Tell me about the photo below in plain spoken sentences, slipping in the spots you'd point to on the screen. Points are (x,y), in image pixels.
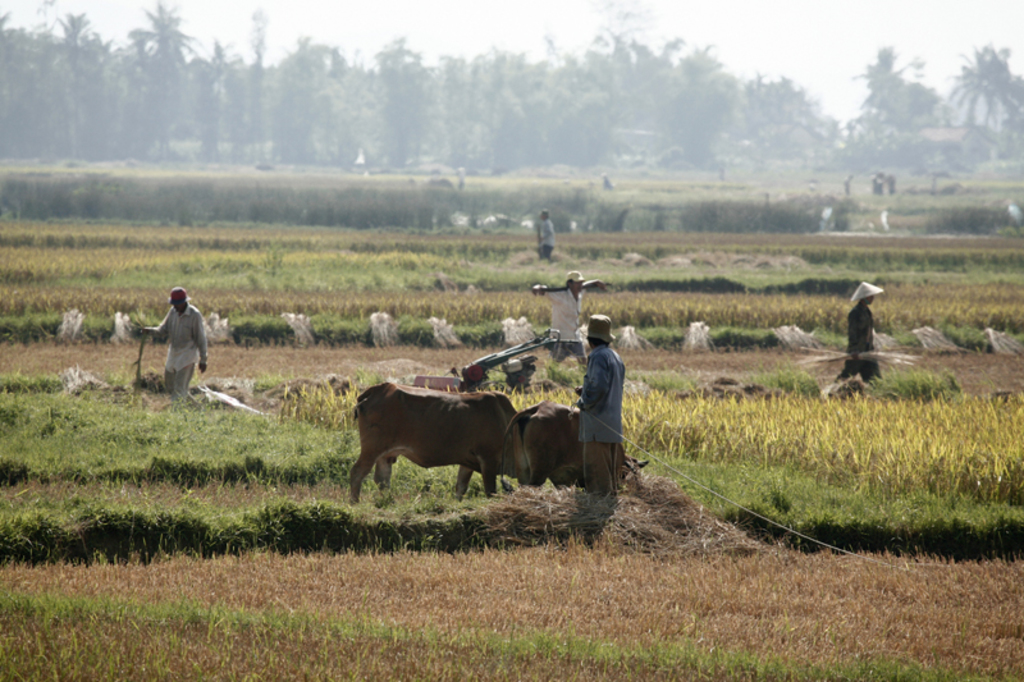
In this image we can see the two animals (543,459). Image also consists of five people (603,377) and this image is taken in the fields (283,494). In the background (920,85) we can see many trees (582,95).
